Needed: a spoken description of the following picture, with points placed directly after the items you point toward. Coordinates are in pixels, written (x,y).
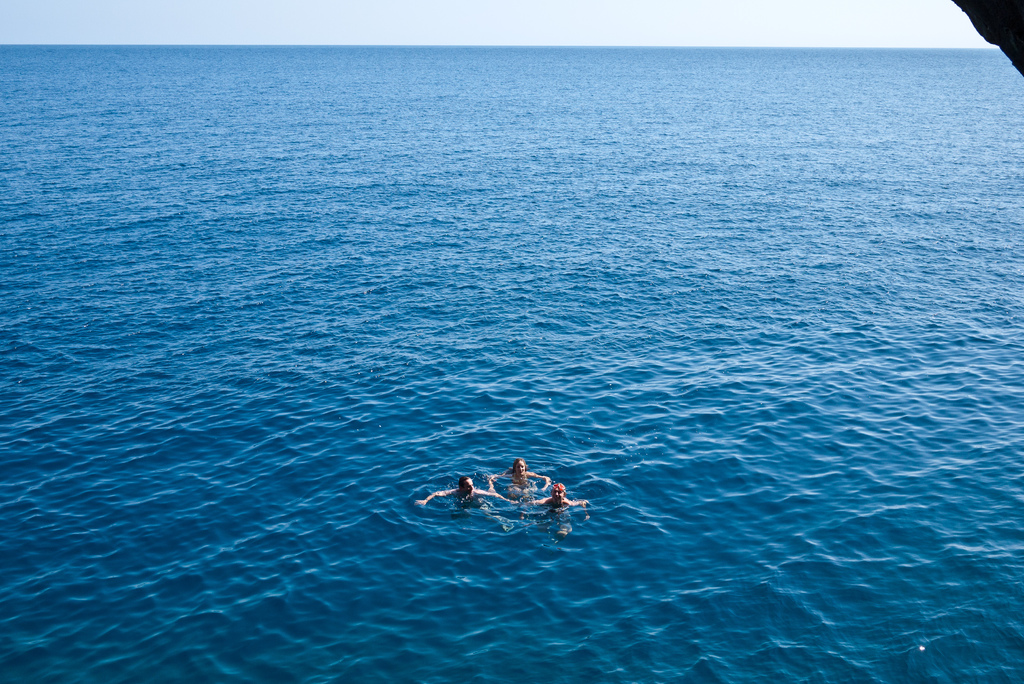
In this picture, we see three people (520,485) are swimming in the water (506,489). In the background (516,308), we see the water (289,319) and this water (275,326) might be in the sea (705,374). At the top (304,39), we see the sky (355,35). In the right top (980,27), it is black in color and it might be the rock (987,19).
